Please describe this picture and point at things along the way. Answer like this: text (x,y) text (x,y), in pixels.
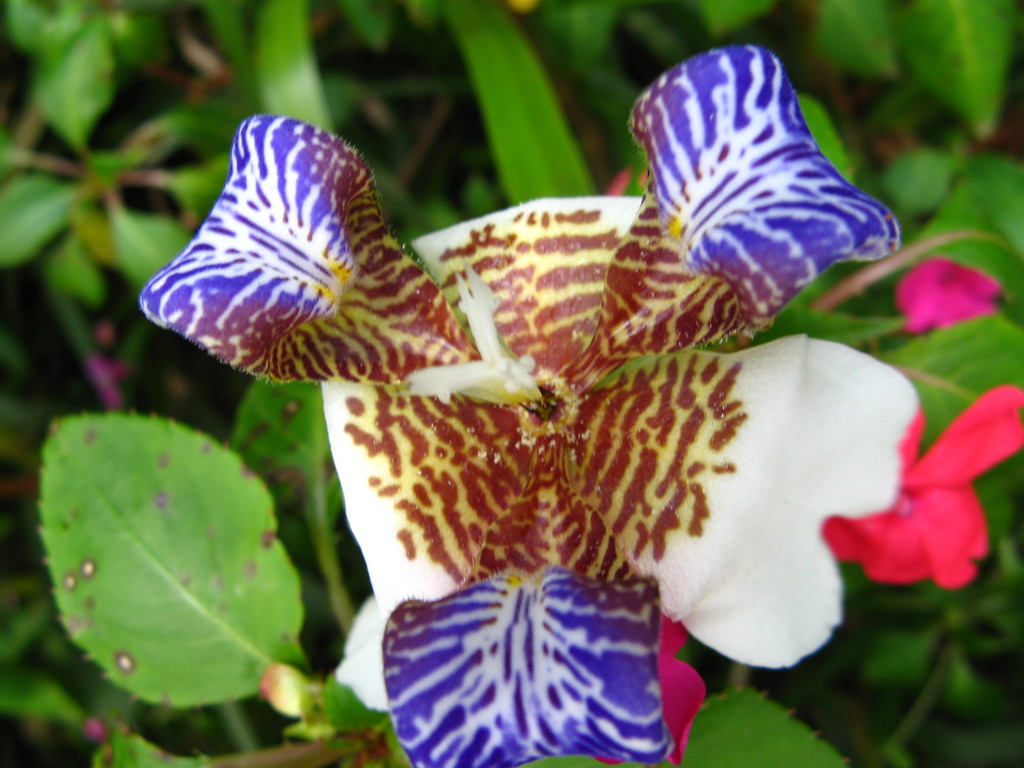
In this image I can see a flower (616,430) which is brown, white and purple in color. I can see few other flowers (952,287) which are pink in color and few plants (925,217) in the background (149,242).
